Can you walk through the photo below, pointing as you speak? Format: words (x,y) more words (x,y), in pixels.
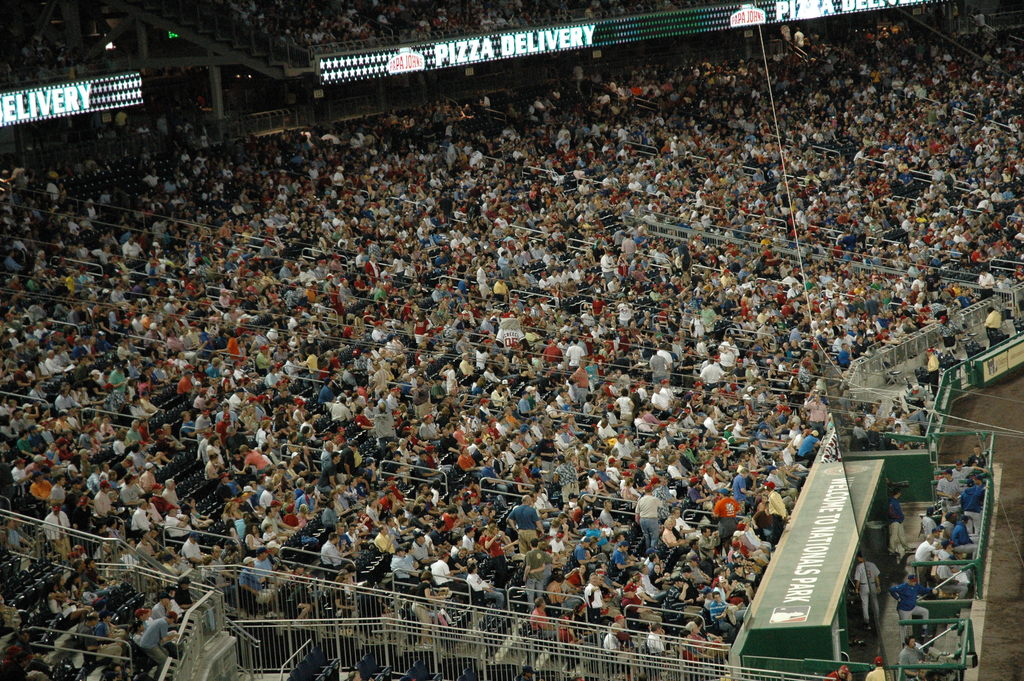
It seems to be a stadium (590,386). Here I can see a crowd of people (563,356) sitting facing towards the right side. On the right side (1004,515), I can see the ground (989,421) and few boards (1006,372).
